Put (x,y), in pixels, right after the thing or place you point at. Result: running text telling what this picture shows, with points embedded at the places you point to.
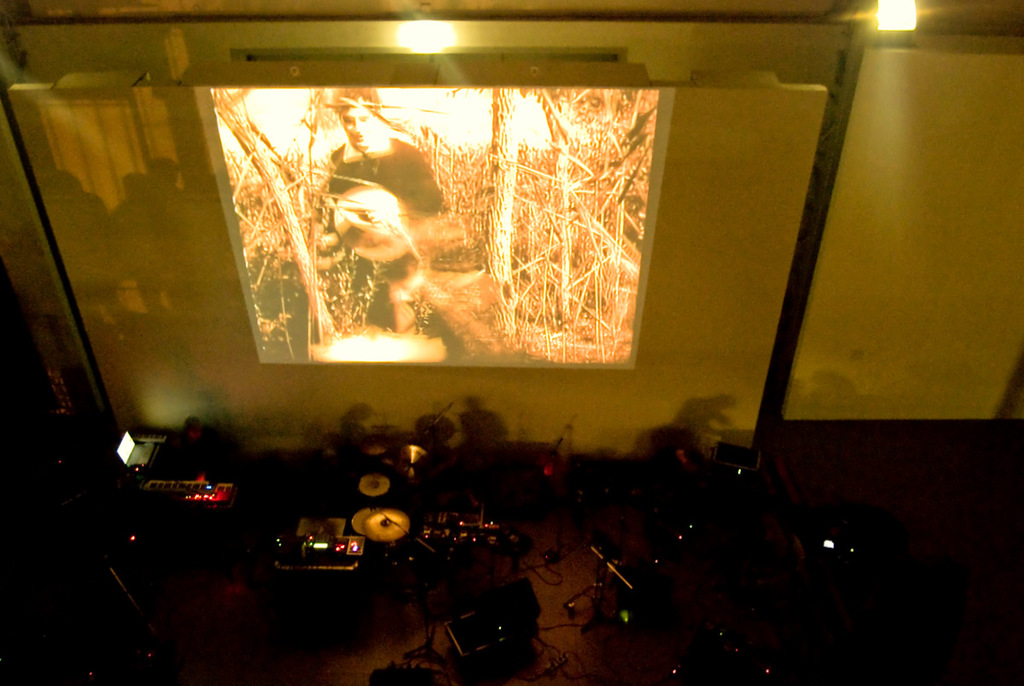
In this picture we can see a screen (527,340), there is a picture (467,290) of a person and trees (473,192) on the screen (385,192), we can see musical instruments (469,505) at the bottom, on the left side (216,444) we can see a person (195,439) and a laptop (149,458), there are lights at the top of the picture (906,4).
